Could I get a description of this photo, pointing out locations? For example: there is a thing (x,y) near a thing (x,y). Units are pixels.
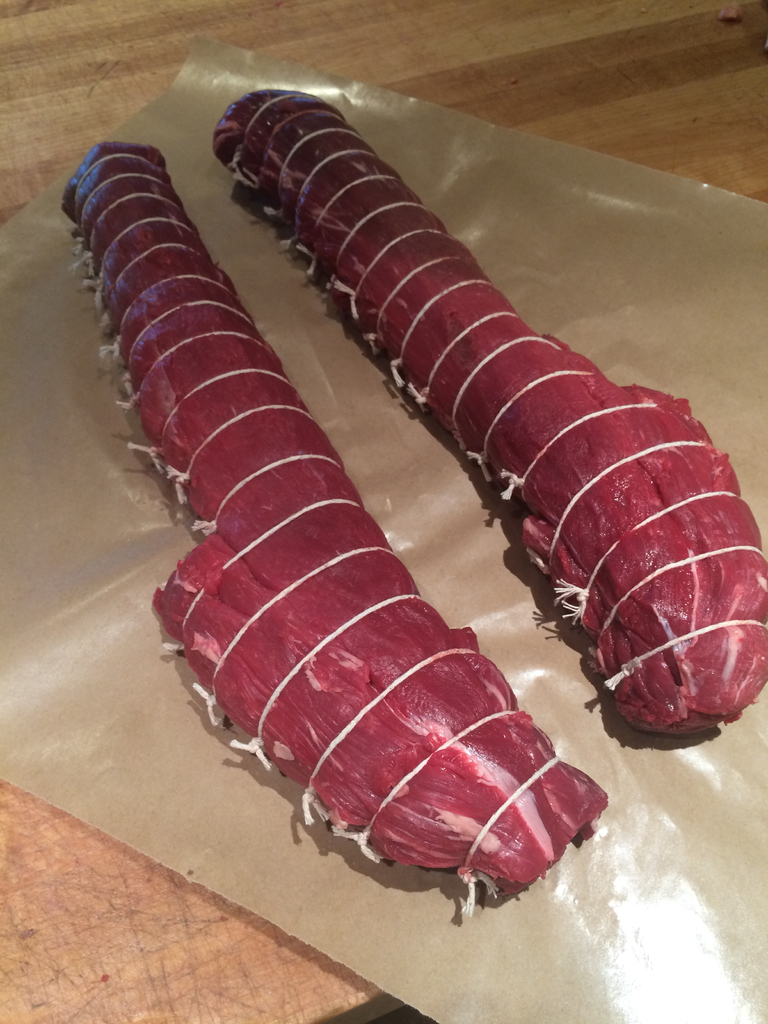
In the image on the wooden surface (20,141) there is a cover (575,168). On the cover (419,883) there are two pieces of meat (729,544), which is tied with threads (344,291).
